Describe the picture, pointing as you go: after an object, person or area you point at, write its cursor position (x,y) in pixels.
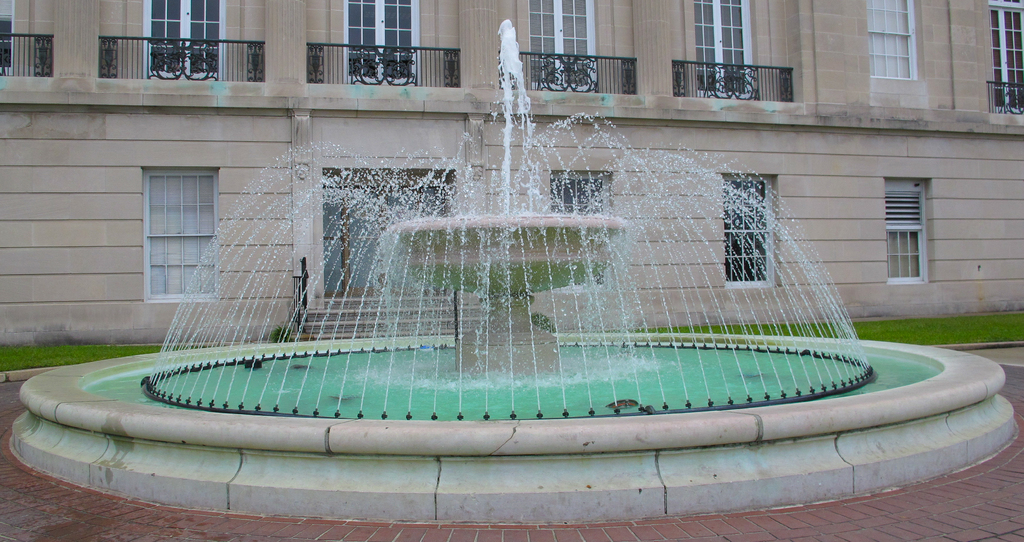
In this image we can see a fountain (480,398) and in the background (394,69), we can see a building (314,261), there are some windows (350,35), grille (322,56) and grass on the ground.
